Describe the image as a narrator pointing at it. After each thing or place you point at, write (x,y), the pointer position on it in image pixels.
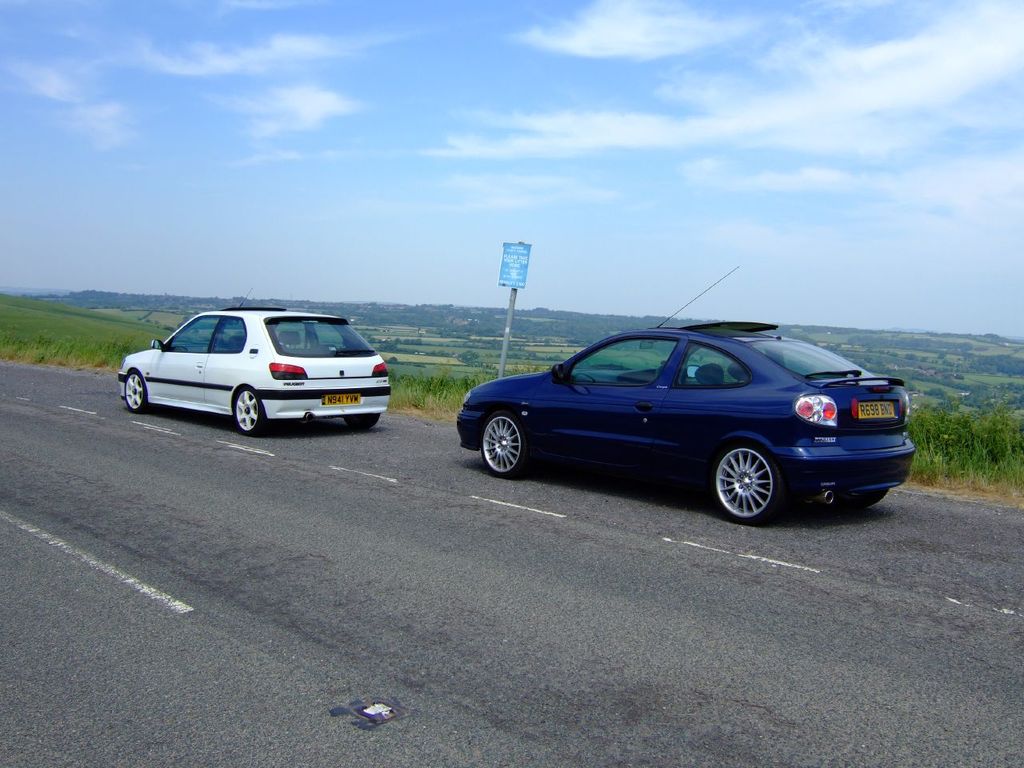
In this picture I can see couple of cars (502,445) on the road (678,604) and a board (516,253) to the pole (514,307) with some text (521,282) and I can see few trees (985,399) and a blue cloudy sky (537,206).
